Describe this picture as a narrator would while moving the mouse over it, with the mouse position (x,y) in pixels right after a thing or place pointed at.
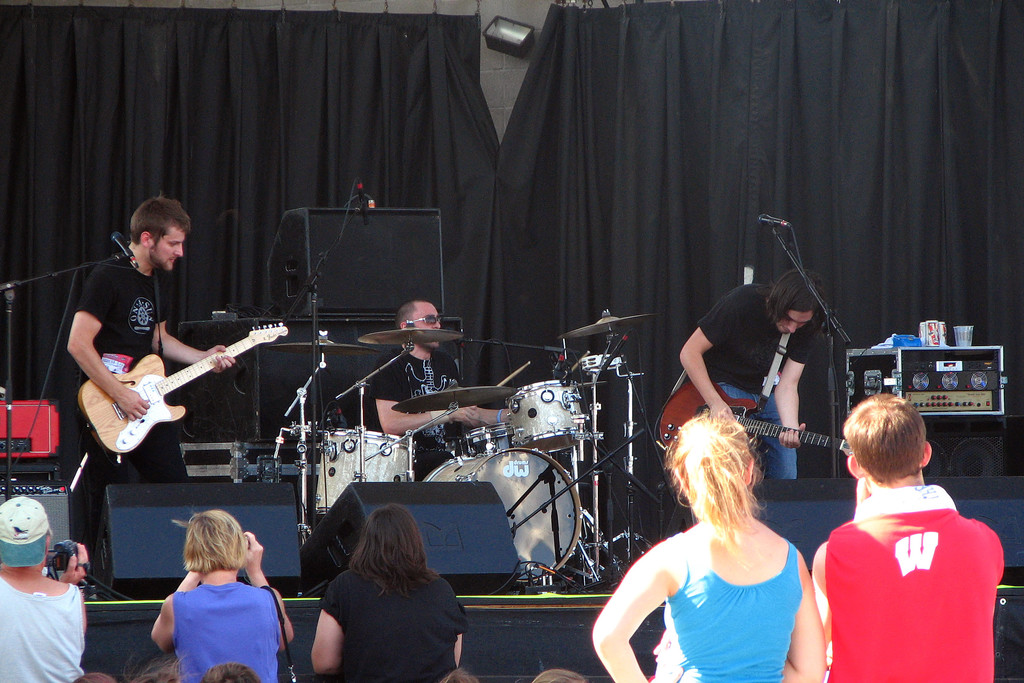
In this image I can see three men (740,370) are on the stage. Two are playing the guitars (157,380) and one is playing the drums (533,413). On the bottom of the image (353,586) I can see few people (80,636) are looking at those people (141,310). In the background (463,162) I can see black color curtain (564,154).
